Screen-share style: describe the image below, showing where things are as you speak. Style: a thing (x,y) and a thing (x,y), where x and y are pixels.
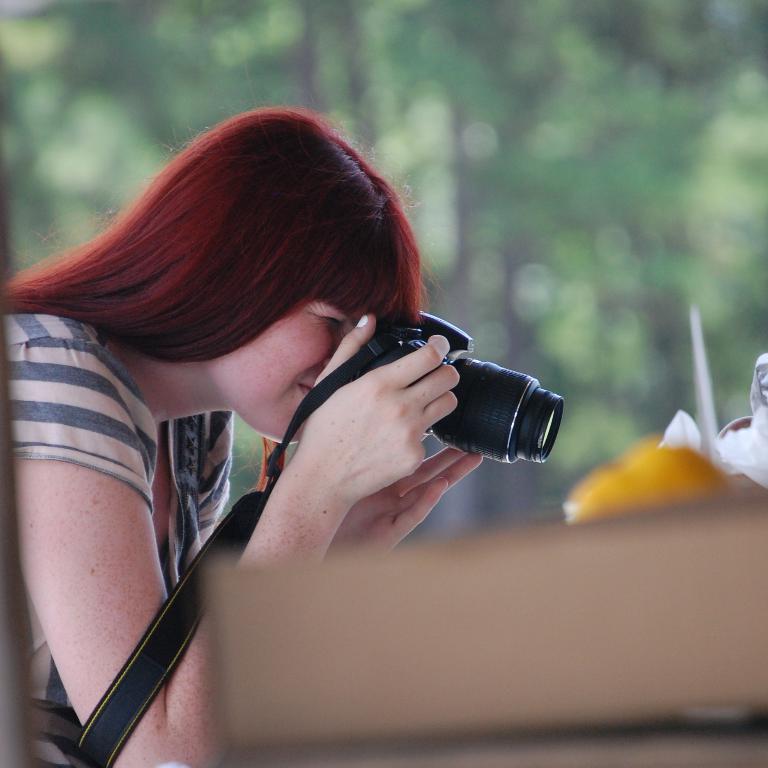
In this image on the left side (57,523) there is one woman (138,431) and she is holding a camera (485,423) and clicking pictures. On the background (249,105) there are trees (386,141) and on the right side (747,467) there are some objects (746,434).
